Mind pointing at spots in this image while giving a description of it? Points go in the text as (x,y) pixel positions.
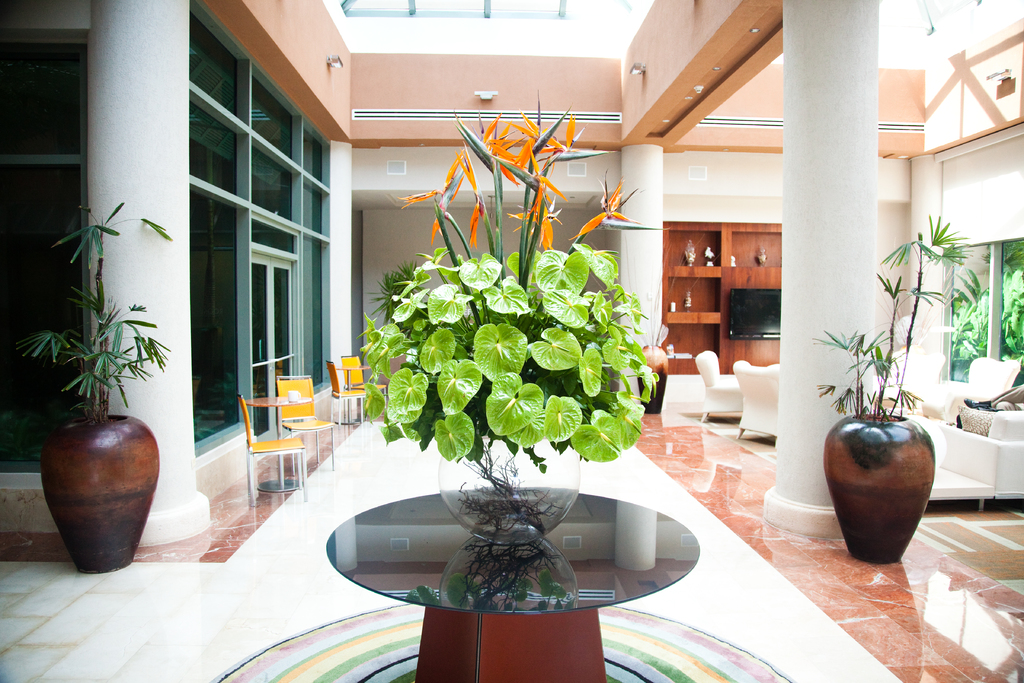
There is a flower vase (529,506) on a glass table (552,570) and there is a sofa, television (761,316) and window (997,331) on the right side (994,365) and there are yellow chairs (289,381) and a door (287,370) on the left side (289,381).
